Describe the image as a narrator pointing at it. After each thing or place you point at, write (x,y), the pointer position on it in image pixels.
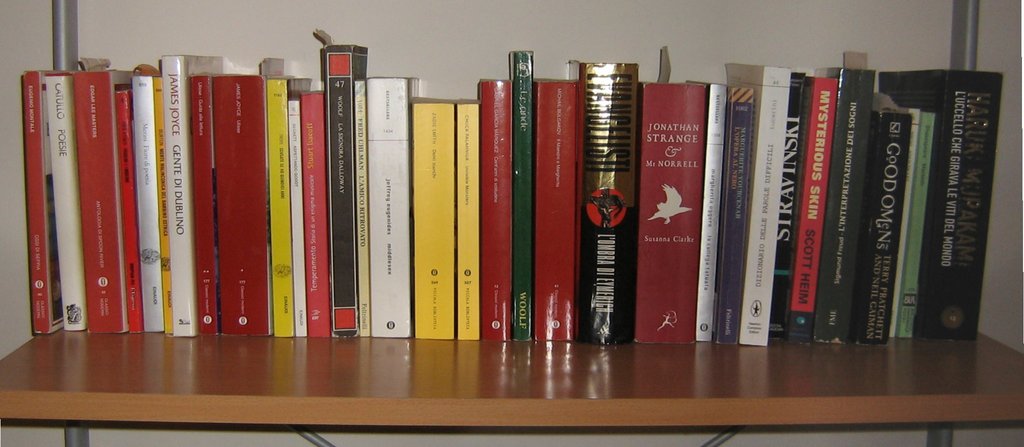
In the picture there are many books (560,236) present on the shelf (643,372), behind the books (158,164) there is a wall (13,259).
